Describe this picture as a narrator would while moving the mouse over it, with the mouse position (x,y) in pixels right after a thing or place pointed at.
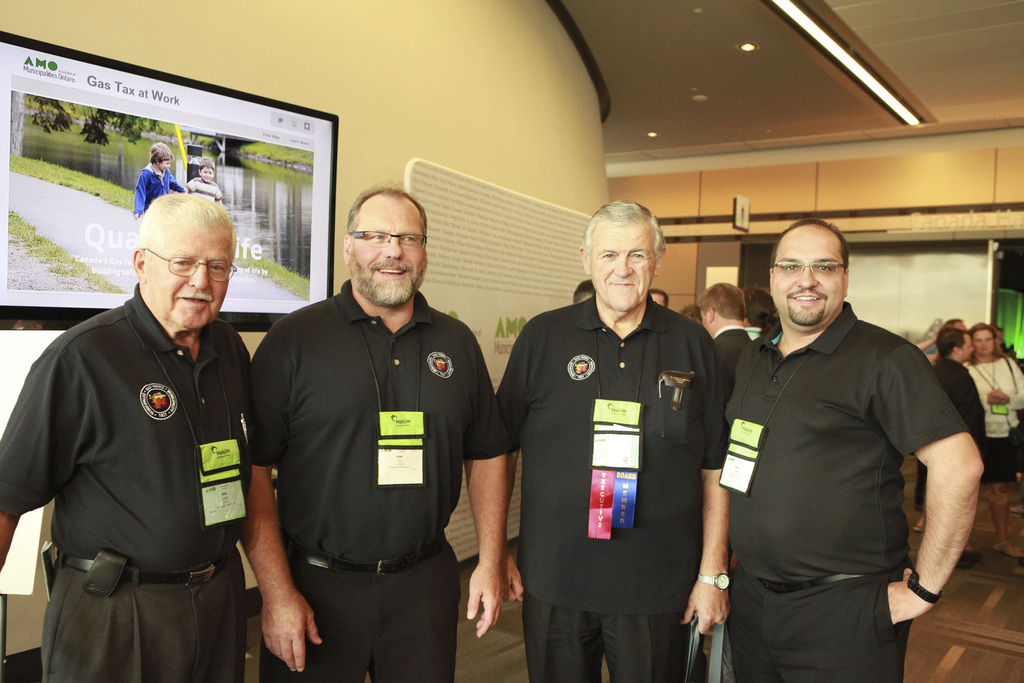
In this picture we can see four people (319,541) and they are wearing id cards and in the background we can see a screen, people (929,345), wall (929,315) and some objects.
